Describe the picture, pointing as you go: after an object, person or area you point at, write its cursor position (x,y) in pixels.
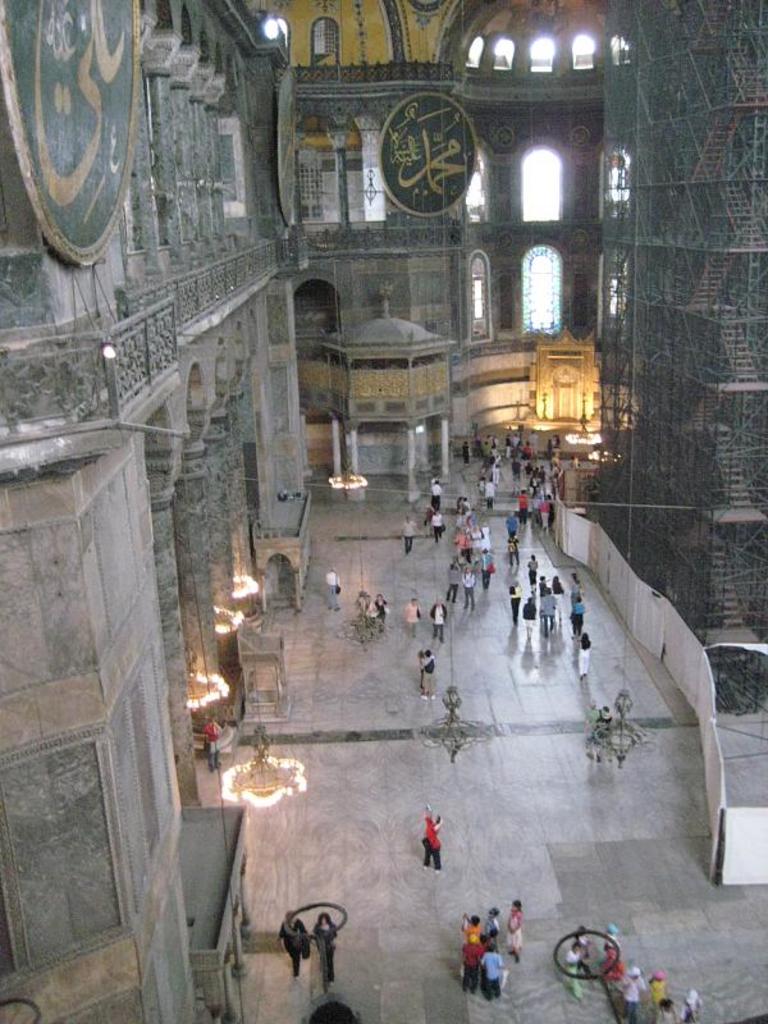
In this image there are people (435,487) on the floor (478,634). Few lights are hanging from the roof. Background (435,193) there is a wall (352,276) having few boards (284,103) attached to it.
